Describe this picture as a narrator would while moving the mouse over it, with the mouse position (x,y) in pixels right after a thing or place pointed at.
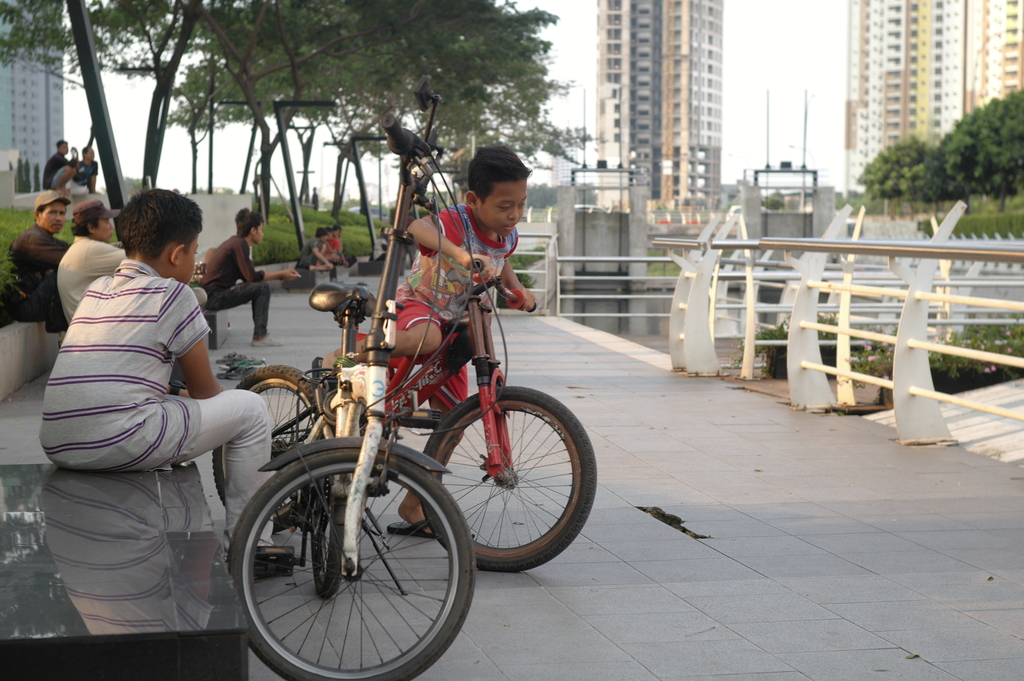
In the center (483,276) we can see one boy (456,306) riding bicycle (475,291). On the left side (110,415) we can see few persons (107,431) were sitting. In the background (138,168) there is a building (628,56), sky (729,92), trees (484,60) and grass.
